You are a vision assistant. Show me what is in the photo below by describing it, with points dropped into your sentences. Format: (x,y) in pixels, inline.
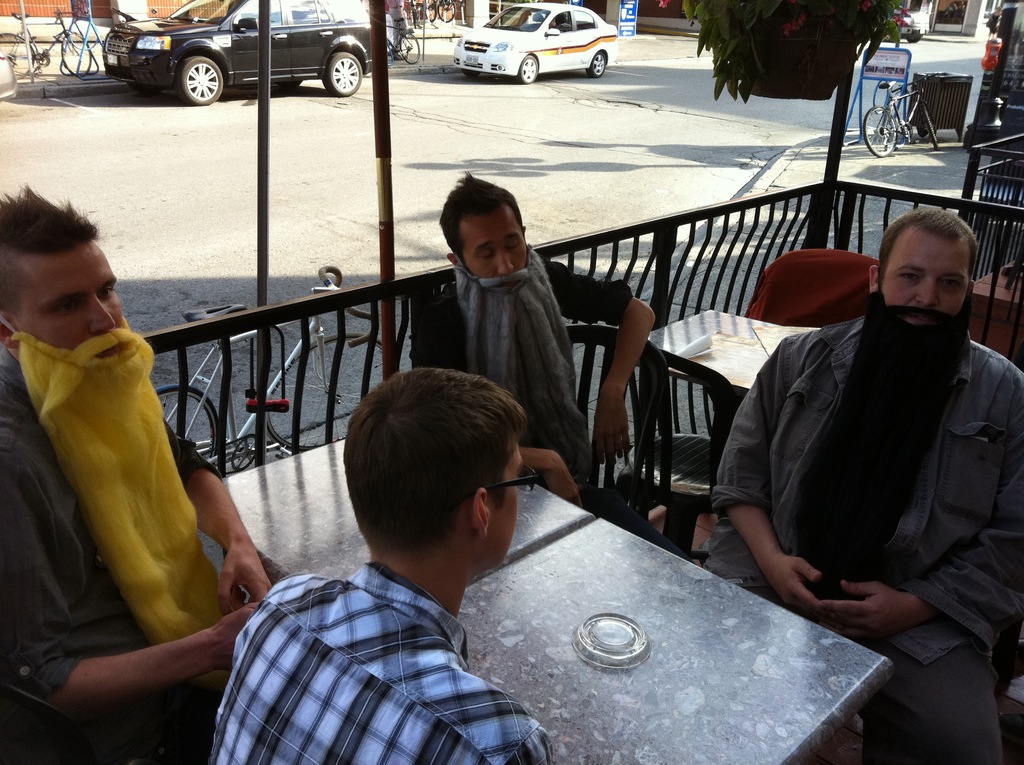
In the center of the image (551,418) we can see four persons (597,427) are sitting on the chairs (654,414) around the table (562,573). And we can see they are in different costumes (110,421). On the table (544,634) we can see one plastic object (594,639). Beside them, we can see one tables (773,336), chairs (820,290), fences (1014,253), poles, one cycle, one plant pot (803,77) and plant (737,6). In the background (491,49) we can see a few vehicles (579,47) on the road (445,82). And we can see buildings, banners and a few other objects (882,93).
